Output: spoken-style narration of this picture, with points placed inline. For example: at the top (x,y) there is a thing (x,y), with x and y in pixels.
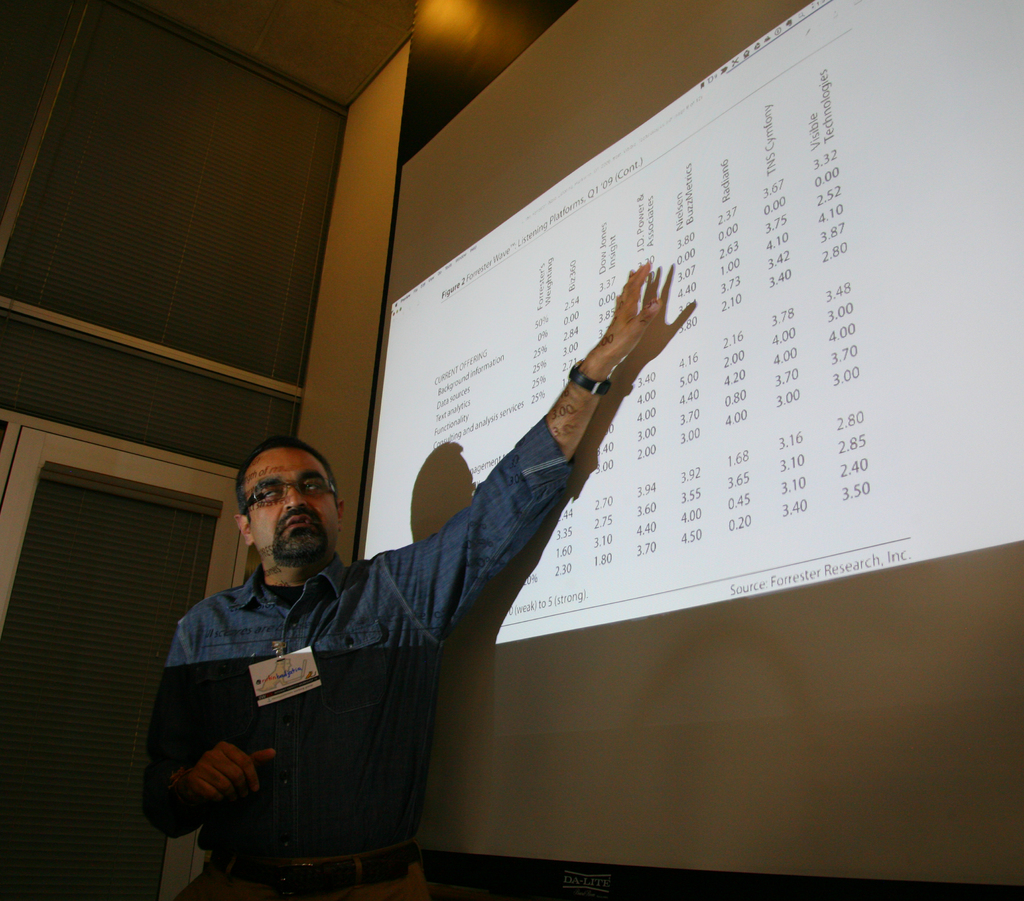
There is a person (321,468) in a shirt (353,746), wearing badge (302,670), watch (594,384) and spectacle (300,487), standing and showing a screen (959,254). In the background (349,253), there is wall (320,410).
